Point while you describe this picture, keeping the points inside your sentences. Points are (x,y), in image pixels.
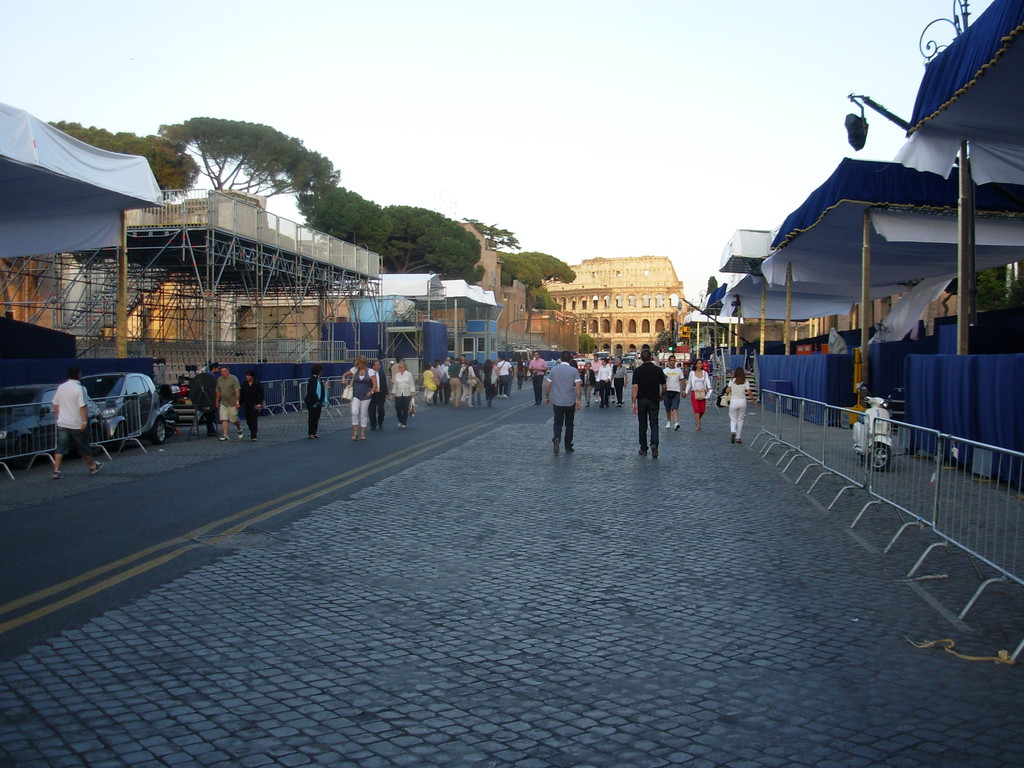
In this picture we can see people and vehicles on the road (468,578), here we can see fences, buildings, tents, trees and some objects (1018,397) and we can see sky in the background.
